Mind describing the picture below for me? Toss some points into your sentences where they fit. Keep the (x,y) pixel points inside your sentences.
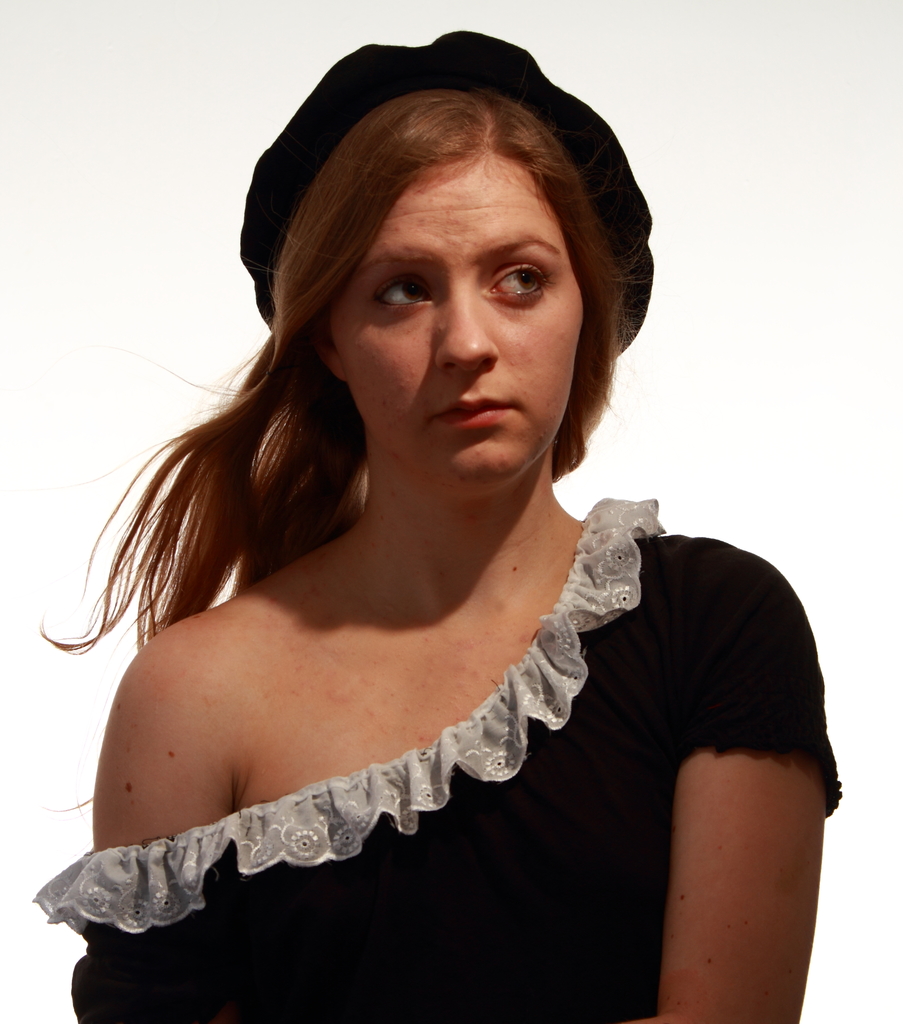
This image consists of a woman (785,934) and a white color background (739,442). This image is taken may be during a day.
